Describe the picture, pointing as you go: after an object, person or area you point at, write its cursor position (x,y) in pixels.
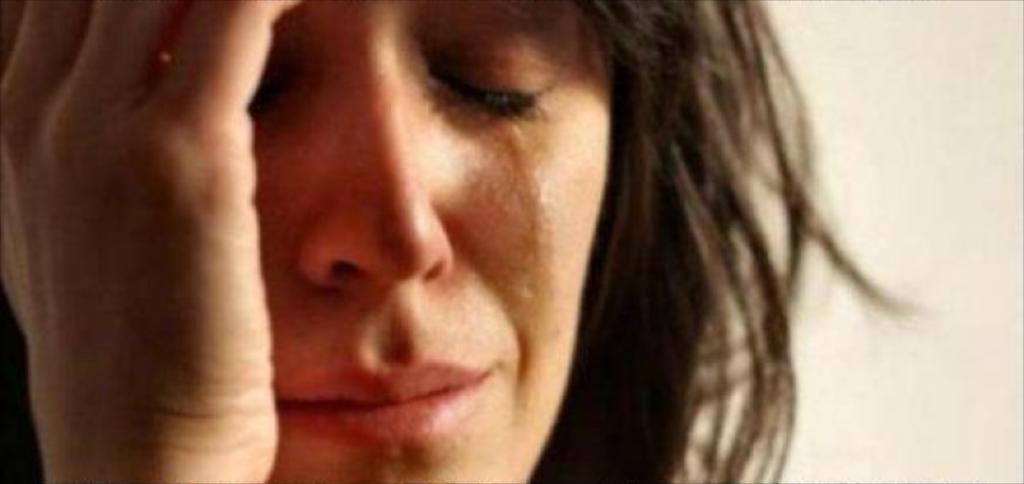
In this image, we can see a person (282,164) and the background (938,396).
